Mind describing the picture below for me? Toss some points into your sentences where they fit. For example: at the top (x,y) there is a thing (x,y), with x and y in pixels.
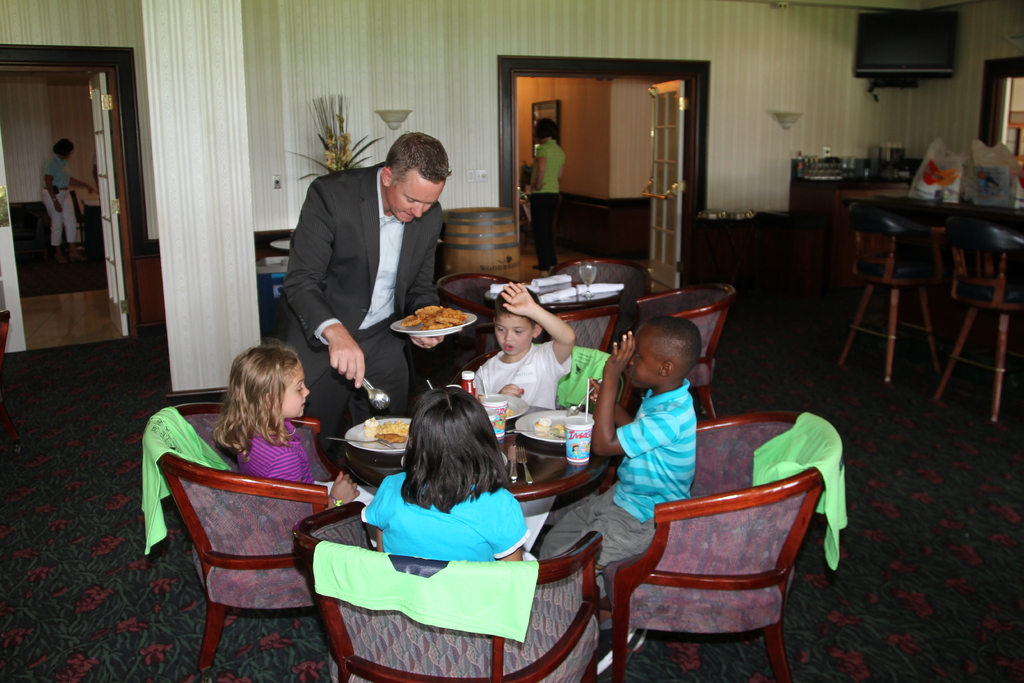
In this image there are four children (642,439) sitting on the chairs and one man (363,365) is standing and he is holding a plate (426,331) and some food (434,320) in it. On the other hand (337,339) he is holding a spoon (374,399). In this image there are four chairs (716,448) and one table (513,440). On the table (506,454) there are three plates (407,431) and two cups (575,432). On the right side (940,204) there is one table (938,206) and two chairs (976,241) and there are two carry bags (963,183) on the table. On the top of the right corner (893,35) there is one monitor (884,49) and in the middle of the image (656,234) there is one door (659,188) and there is one woman (556,193) is standing and there is one photo frame (547,108) on the left side (68,221) there is one door (108,218) and one woman (54,198) who is standing. In the middle of the image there is one flower pot (336,140). On the middle of the image (568,309) there are another four chairs (628,300) and one table (596,295) and on the table (580,300) there is one glass (588,276) and some handkerchiefs (535,284).
